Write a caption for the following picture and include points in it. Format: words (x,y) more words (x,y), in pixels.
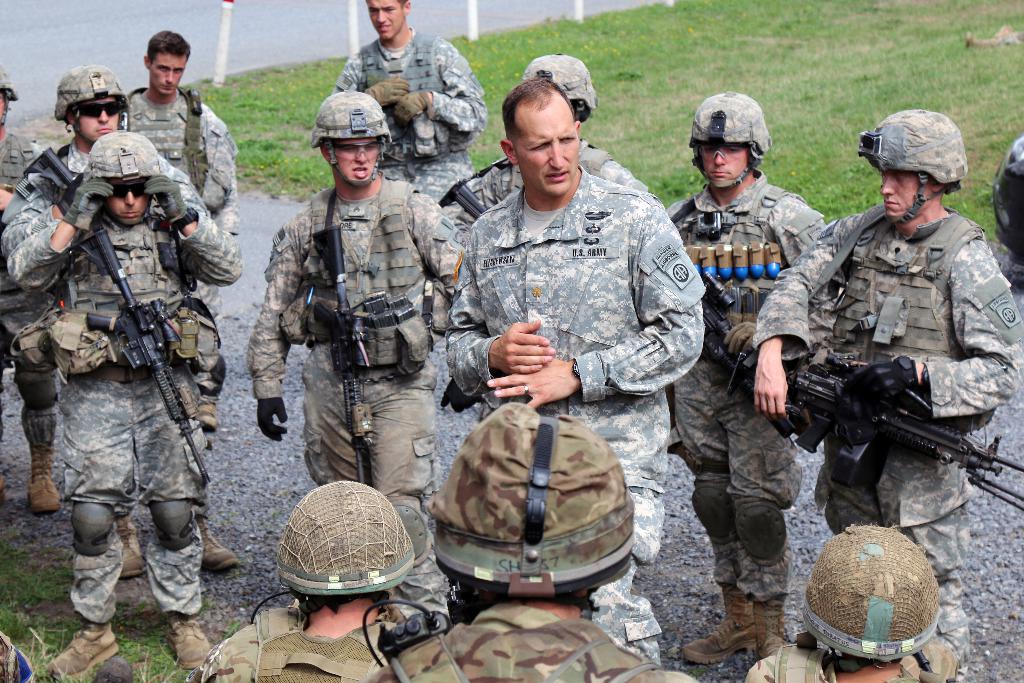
In the picture I can see a group of people (522,399) are standing on the ground (226,451) among them some are carrying guns (353,326) and some other objects (394,356). These people (441,333) are wearing helmets (523,441) and uniforms (378,415). In the background (605,76) I can see the grass (527,56), poles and some other objects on the ground (37,634).
